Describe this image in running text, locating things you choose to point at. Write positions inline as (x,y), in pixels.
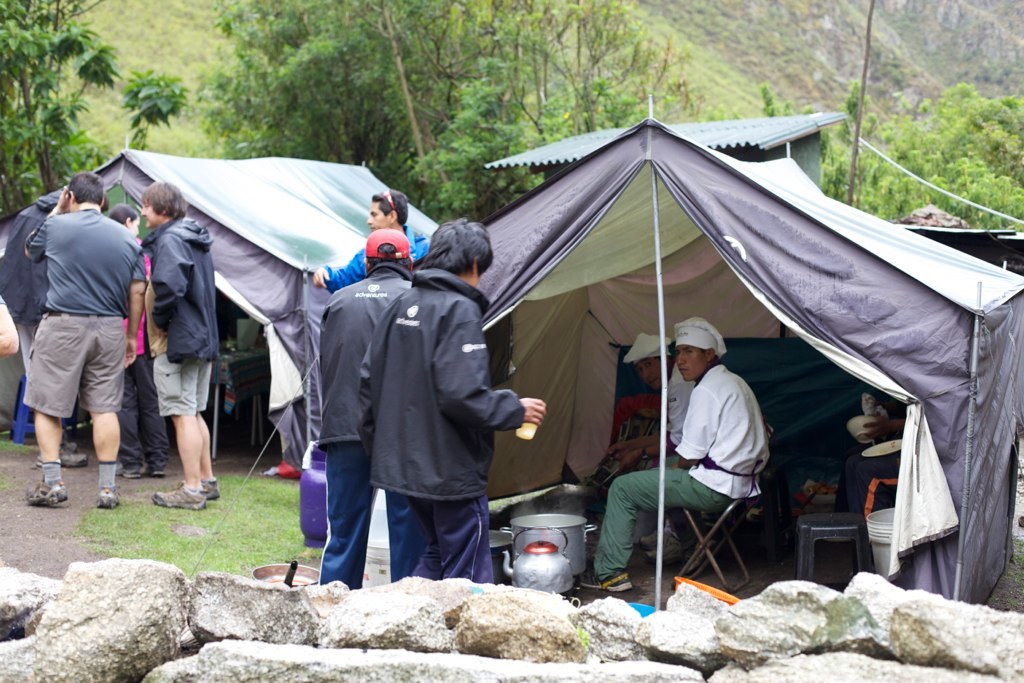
In this image we can see a tent houses (775,249), A group of people (76,324) standing in front of house (738,204), and a green trees (439,80) we can see hills (847,46) in the background of the image (884,55).
